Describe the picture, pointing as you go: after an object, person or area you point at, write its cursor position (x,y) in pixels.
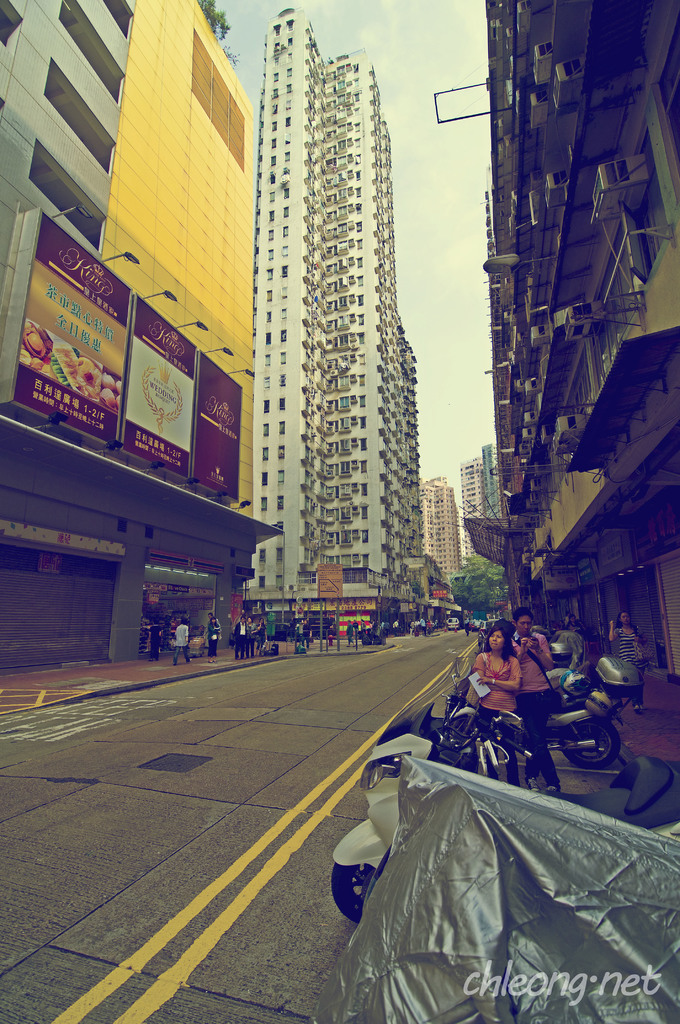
In this picture there are people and we can see vehicles (414,732), vehicle cover (469,796), buildings (339,345), lights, boards (99,421) and trees (468,589). In the background of the image (447,274) we can see the sky (442,295).
